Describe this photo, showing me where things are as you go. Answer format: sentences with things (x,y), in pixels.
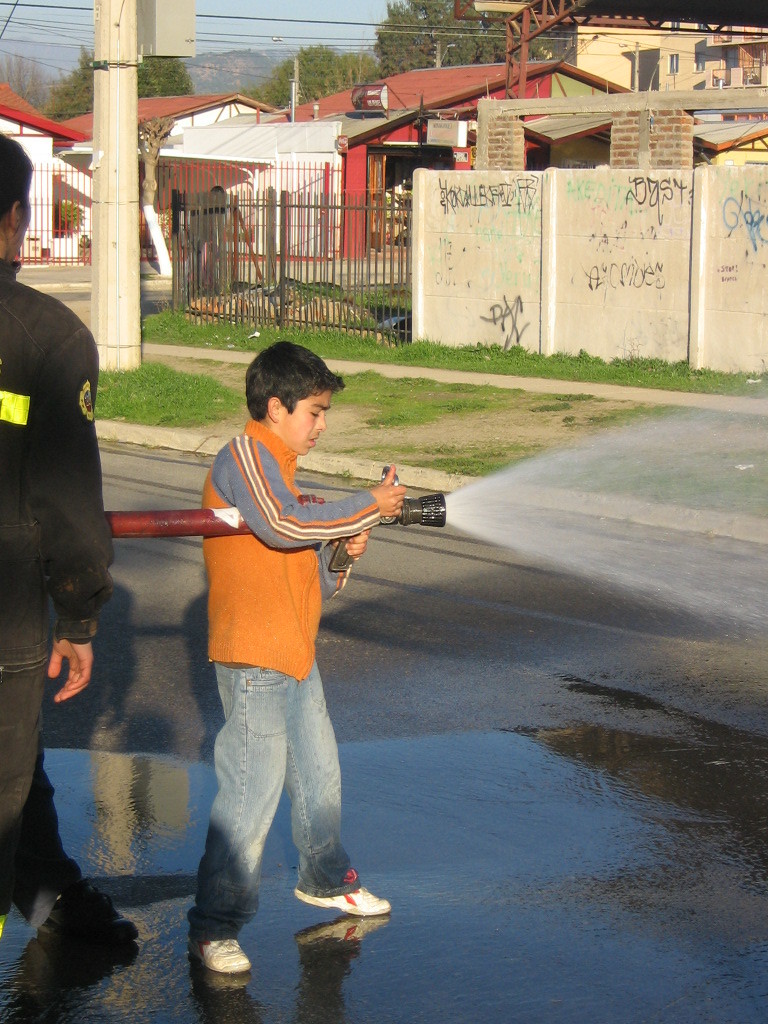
Here I can see a boy (253,699) and a man (26,589) are standing on the road (246,996). The boy (252,607) is wearing an orange color jacket (261,590), jeans (262,802), white color shoes (369,910) and holding hose (205,526) and a nozzle (405,517) in the hands (393,510). The man (86,454) is wearing black color dress (33,665). Beside the road (435,557) there is a pole (121,185) placed on the footpath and also I can see the grass (170,385). In the background (286,129) there are some buildings (370,126) and trees (331,60). On the top of the image (293,14) I can see the sky (271,12) and some wires (216,40).
